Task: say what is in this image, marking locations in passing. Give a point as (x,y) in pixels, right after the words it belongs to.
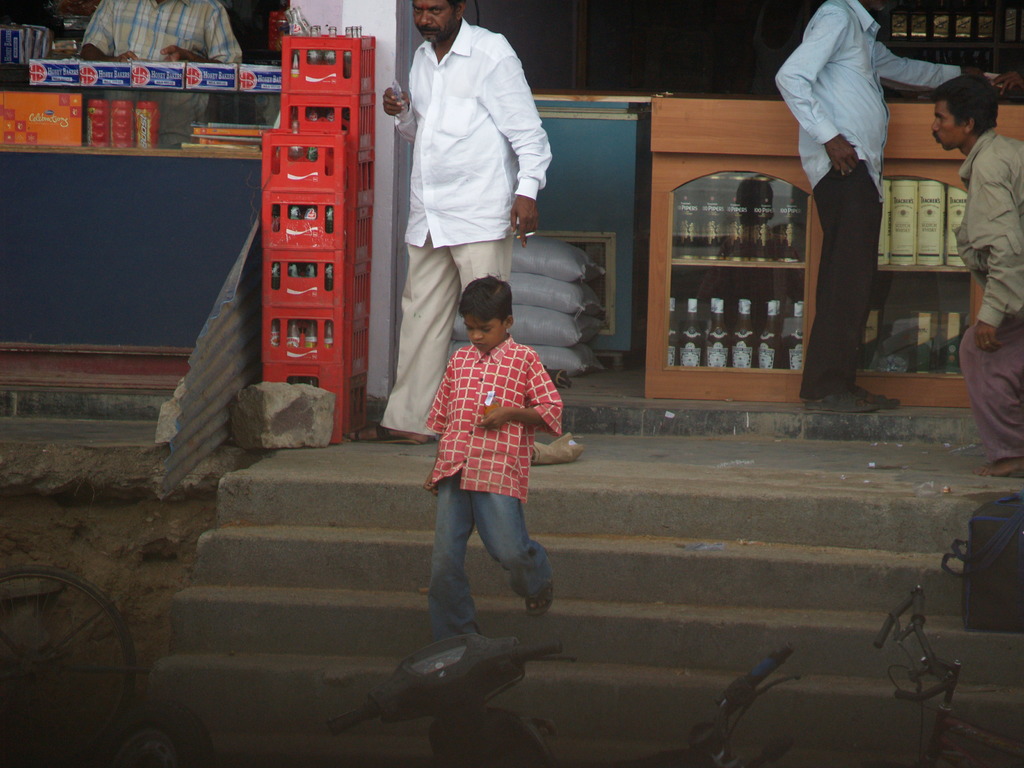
This picture is clicked outside. In the foreground (283,708) we can see the vehicles (62,683) parked on the ground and we can see a boy (475,363) wearing a shirt (450,467) and climbing down the stairs (771,568) and we can see a bag (1023,582) is placed on the stair (954,603). In the center (393,405) we can see the group of people (414,282) standing on the ground (932,449) and we can see the shops (61,200), we can see the cabinets (750,212) containing some objects (709,190). On the left (151,14) there is a person (151,32) wearing a shirt (148,35) and seems to be standing and we can see the containers (320,114) containing bottles of drinks (331,59), we can see the bags (541,271), metal sheet (218,383), stone (258,400) and some other objects (121,107).
